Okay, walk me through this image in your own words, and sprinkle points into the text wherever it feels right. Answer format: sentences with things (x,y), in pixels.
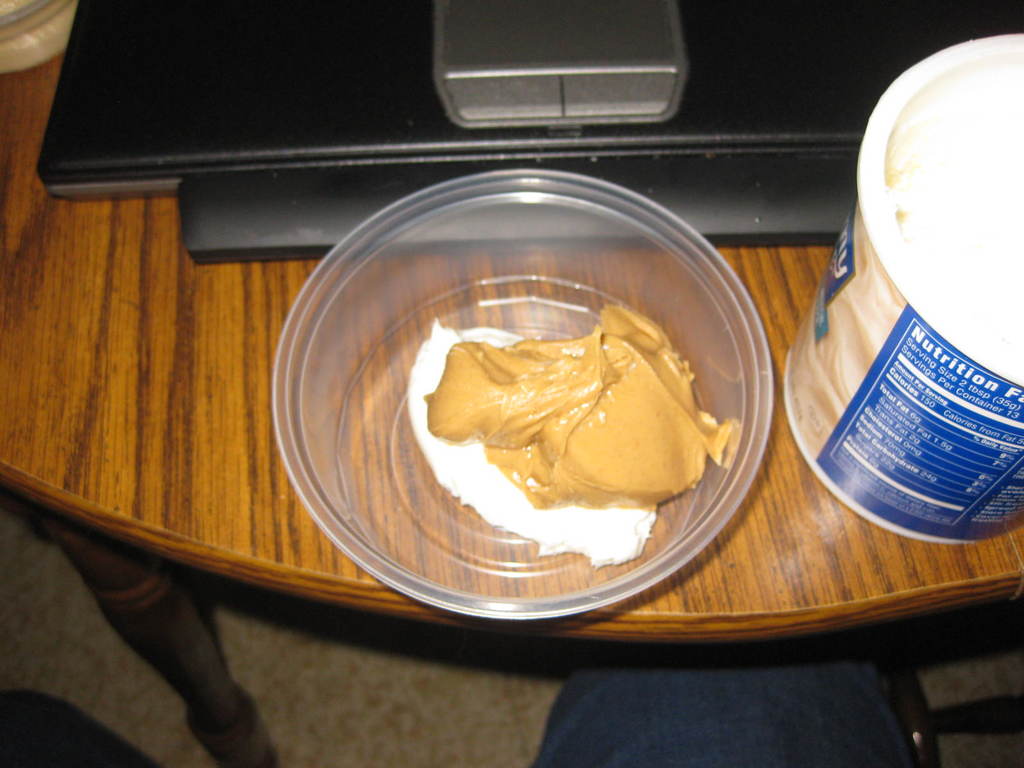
In this image we can see a bowl (676,435) with cream (548,364), container (914,406) and a device (399,56) placed on the table (170,272). At the bottom of the image (830,751) we can see the legs (644,733) of a person (723,733).
